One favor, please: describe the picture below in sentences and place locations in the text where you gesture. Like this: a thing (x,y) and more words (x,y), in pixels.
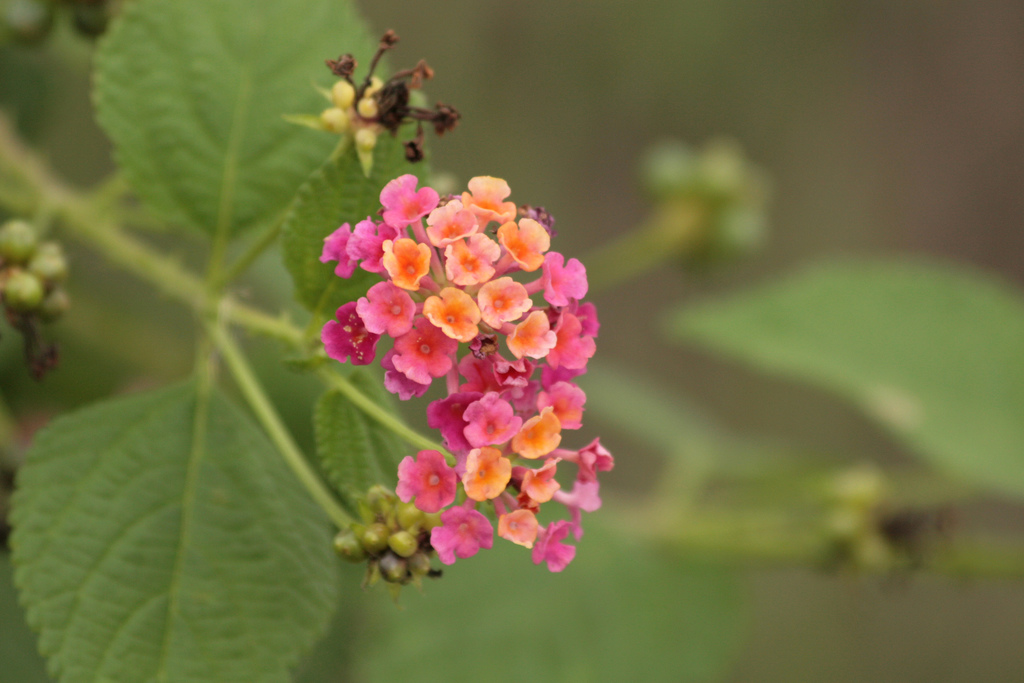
In this picture there are flowers (482,280) and buds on the plant (115,636) and the flowers (473,535) are in pink and in orange colors. At the back (788,417) the image is blurry.
